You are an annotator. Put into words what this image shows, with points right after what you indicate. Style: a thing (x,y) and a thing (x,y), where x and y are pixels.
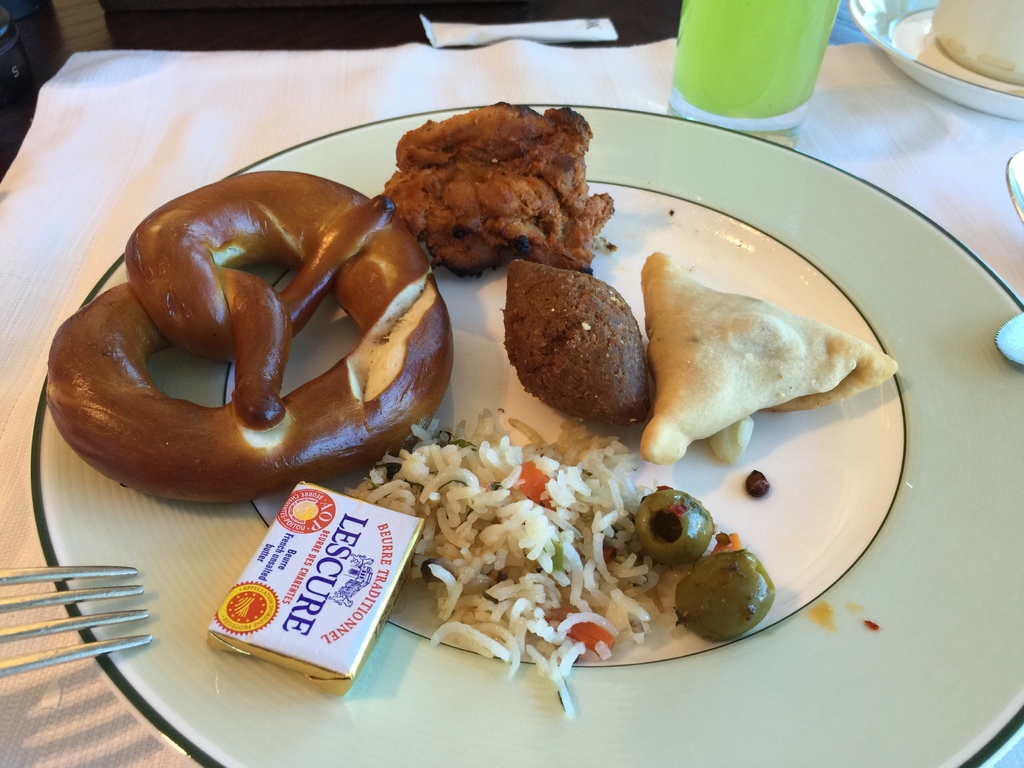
In this image we can see food items (402,340), rice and a butter packet (295,657) are in a plate (840,719) on a cloth (147,171) on the platform (489,10) and we can see glass (734,56) with liquid (787,63) in it, plates (930,66) and other objects (968,69) also on the same cloth (968,171).
